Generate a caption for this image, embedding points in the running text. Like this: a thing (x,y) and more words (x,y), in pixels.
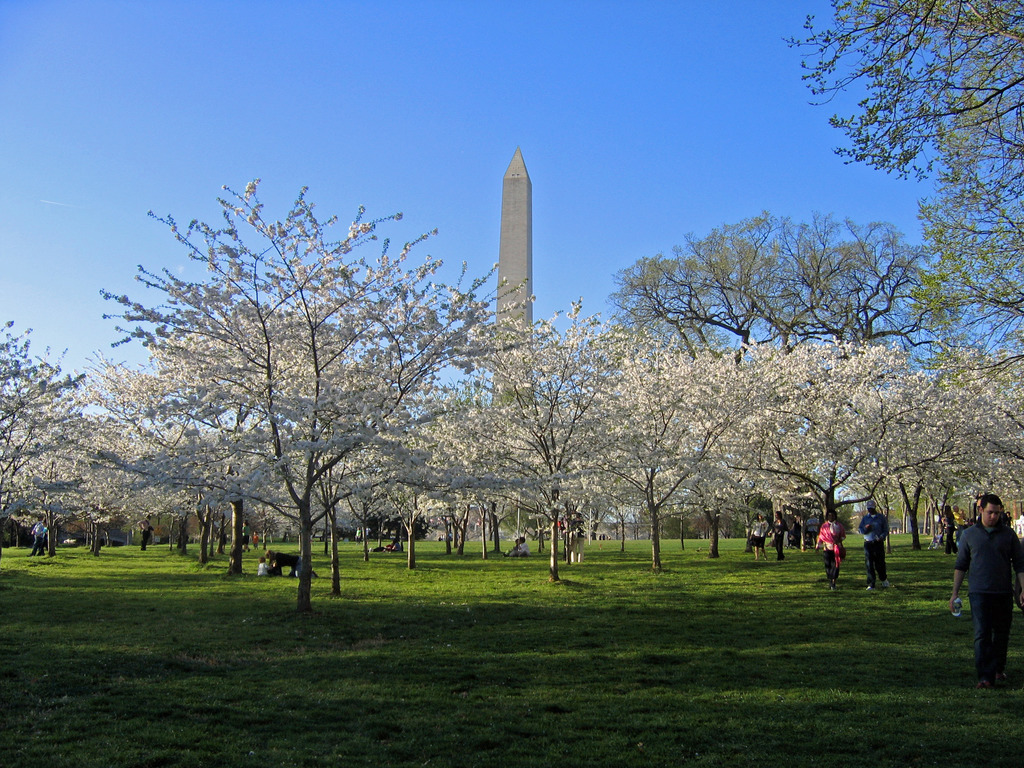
In the picture I can see some people (275,562) are on the grass (600,680), there we can see some trees (429,423), building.
